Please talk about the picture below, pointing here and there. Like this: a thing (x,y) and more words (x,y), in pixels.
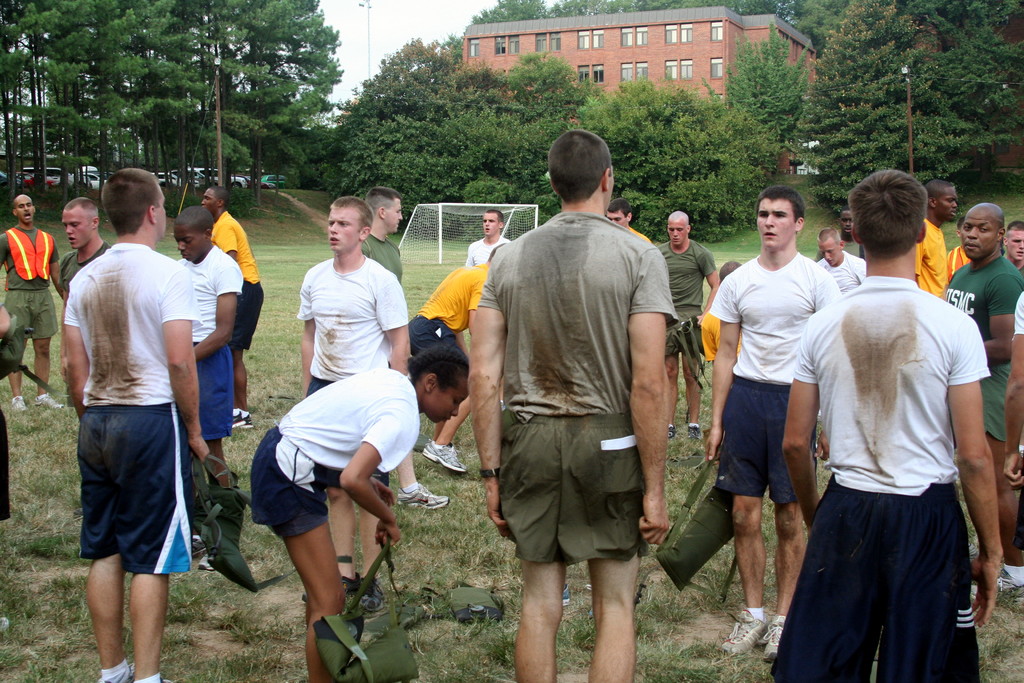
In this picture we can see a few people (426,414) standing on the path (436,633). We can see a man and a woman (374,506) holding a green color objects (319,625) in their hands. Some grass (426,268) is visible on the ground (408,234). We can see a net (408,234) on the path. There are few trees (51,12) from left to right. We can see a building (587,46) in the background (611,54).
